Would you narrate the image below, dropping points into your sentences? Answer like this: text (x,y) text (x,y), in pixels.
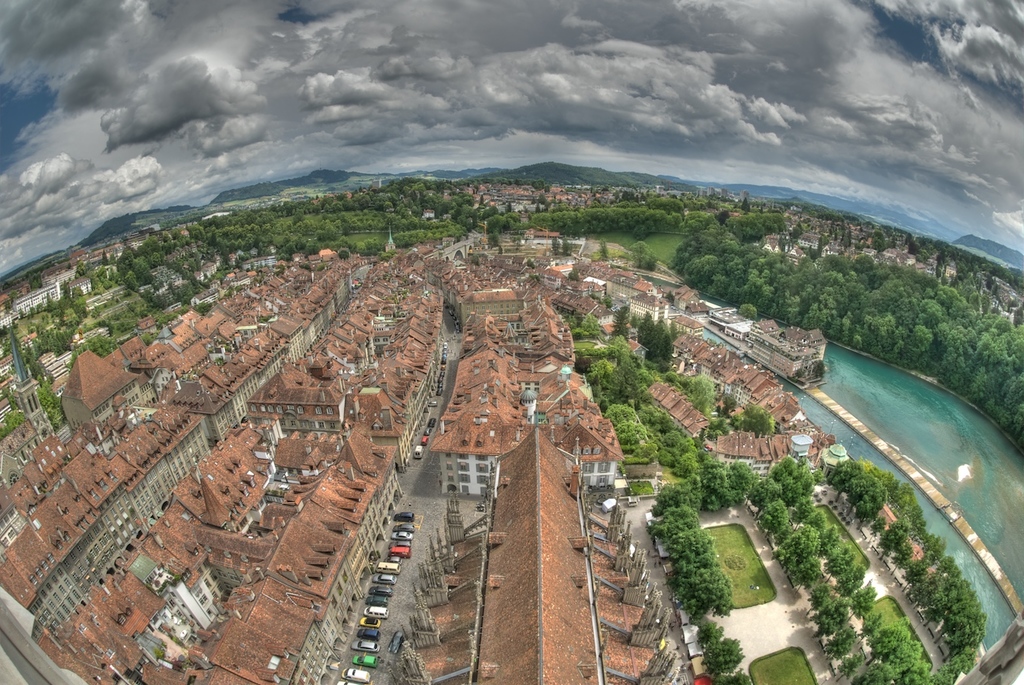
In this image there are buildings (530,533), cars (410,530), plants (683,517), trees (607,218), mountains (559,177), there is water (975,481) and sky (374,108) is cloudy and there is grass (725,559) on the ground (767,647).
